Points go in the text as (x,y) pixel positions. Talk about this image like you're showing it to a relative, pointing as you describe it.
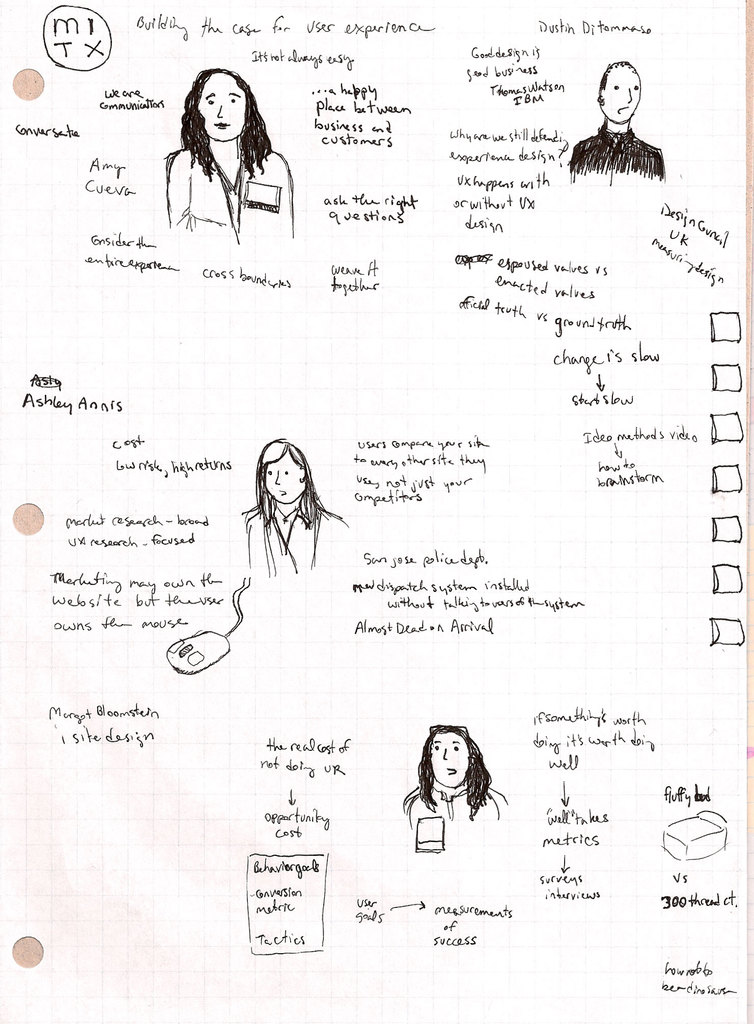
Here in this picture we can see a paper (662,515), on which we can see some text (508,187) written here and there all over there on the paper (423,768) and we can see sketches (269,228) of persons (252,167) here and there.
